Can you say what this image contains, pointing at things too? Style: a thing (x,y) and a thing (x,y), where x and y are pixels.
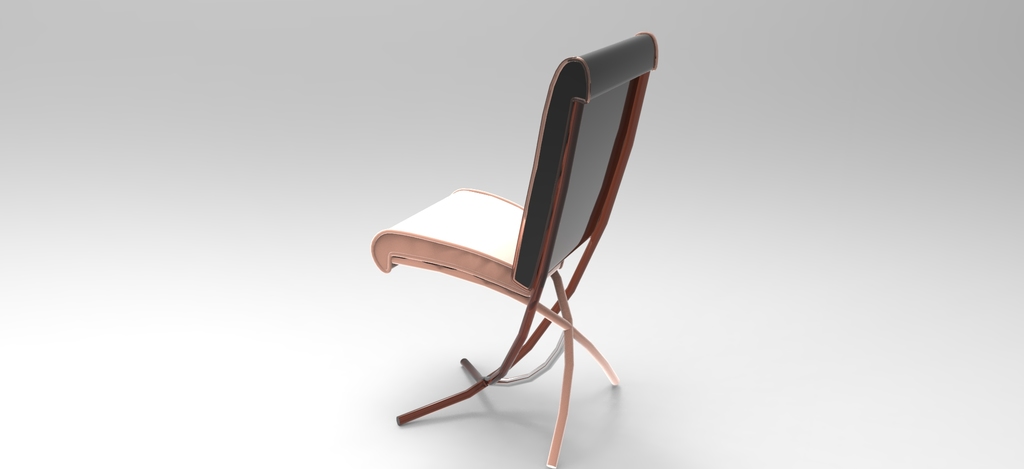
In this image we can see a chair (550,155).
